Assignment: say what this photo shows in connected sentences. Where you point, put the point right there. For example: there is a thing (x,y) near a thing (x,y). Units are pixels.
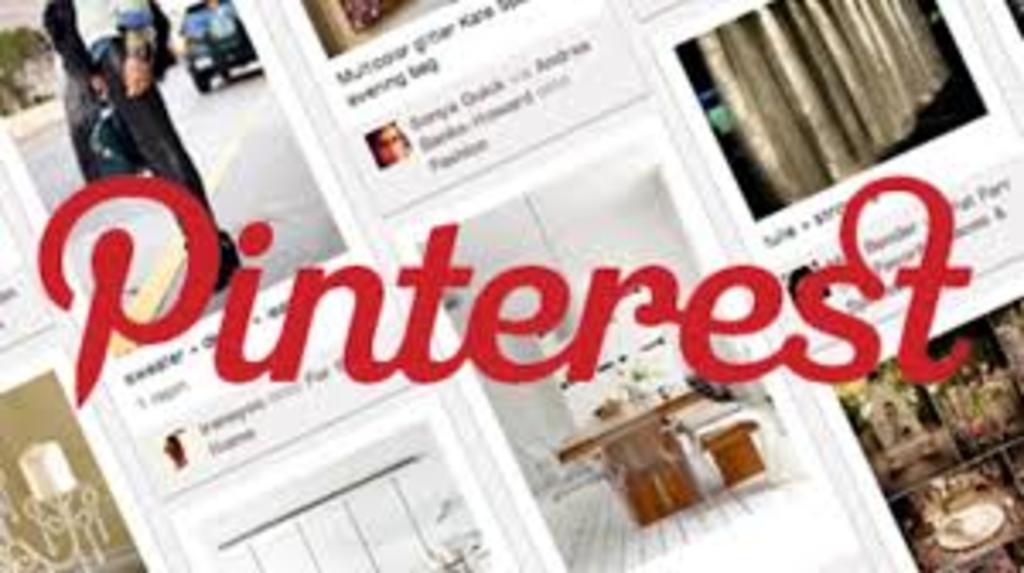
This is an edited image. In this image we can see some pictures (528,256) and text (596,307) on it.
